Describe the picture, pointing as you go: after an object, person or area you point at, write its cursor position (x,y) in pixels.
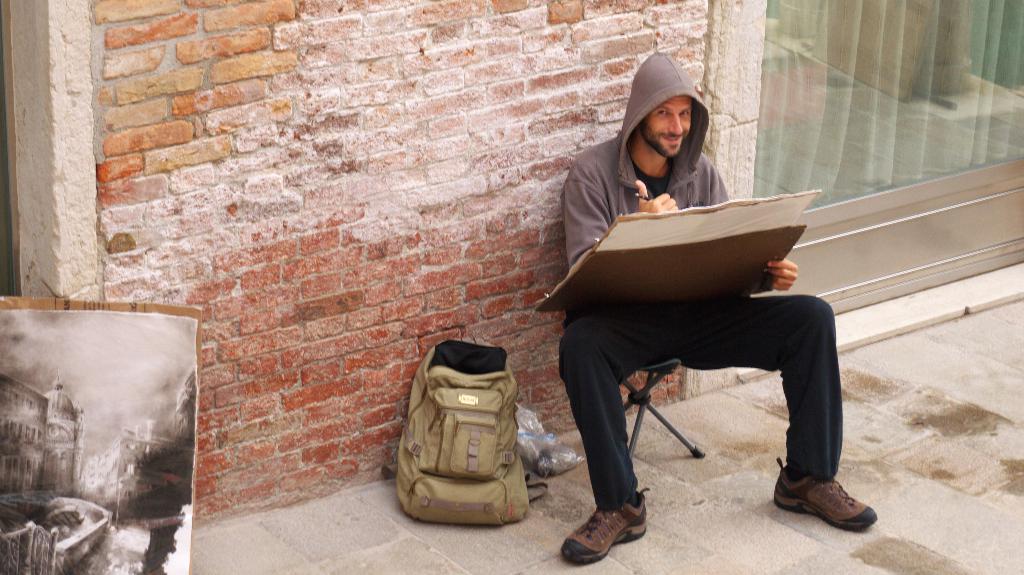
In the image we can see there is a man (638,120) who is sitting on chair (631,402) and beside him there is a bag (467,402) and at the back (234,254) the wall (214,209) is in red bricks (385,323).
